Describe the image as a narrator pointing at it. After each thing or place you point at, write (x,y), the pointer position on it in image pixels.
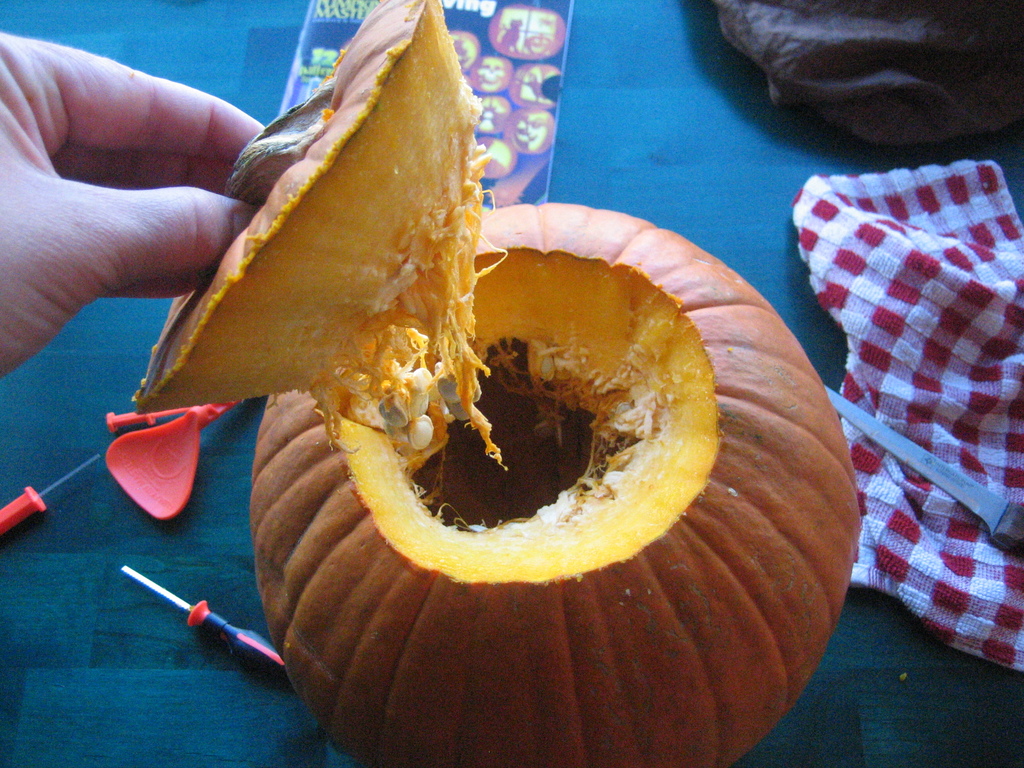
In this image we can see a piece of pumpkin (284,118) in the hand (141,147) of a person (131,171), there are pins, knife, clothes (1017,330), and a pumpkin (456,431), which are on the table (661,155).
